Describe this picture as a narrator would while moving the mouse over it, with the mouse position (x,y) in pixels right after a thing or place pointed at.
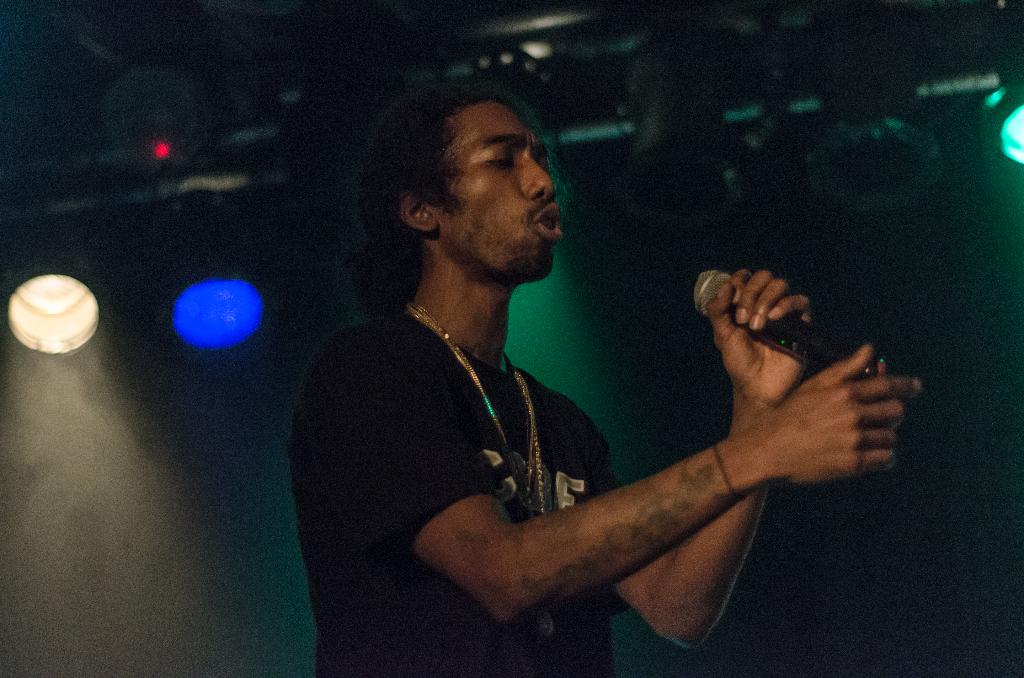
In this image in the front (451,422) there is a person (450,425) standing and singing and holding a mic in his hand (751,401). In the background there are lights (165,145).
